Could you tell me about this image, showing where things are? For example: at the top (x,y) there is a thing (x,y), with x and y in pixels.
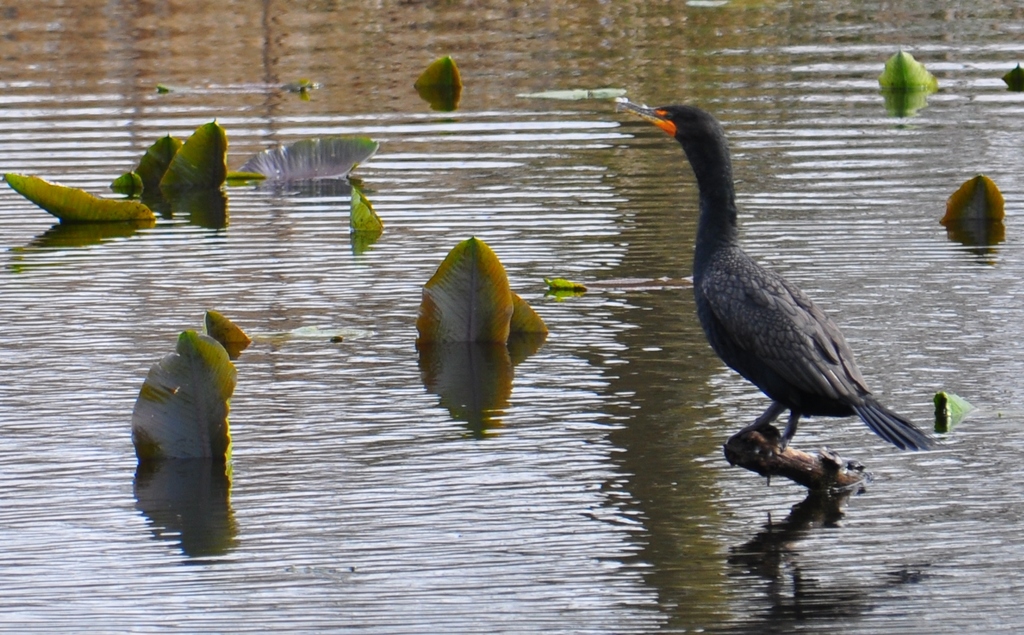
On the right side of the picture (748,262) there is a bird (809,355) sitting on a stick (737,441). In the picture there is water (931,323). In the water (297,323) there are plants (469,307).
